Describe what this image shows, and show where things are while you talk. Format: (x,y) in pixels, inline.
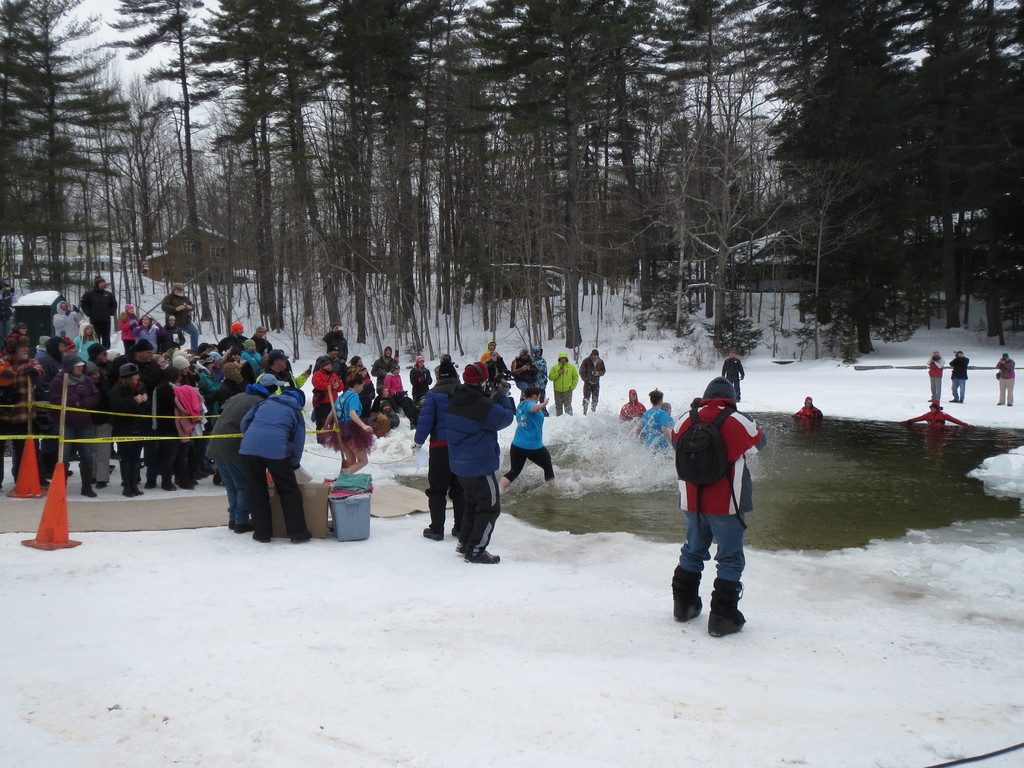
At the bottom of the image (568,612) on the ground (659,636) there is snow (940,582). There are many people (82,428) standing and also there are few objects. On the left side of the image (62,429) there is fencing (68,441) with sticks (58,459) and also there are cones (50,504). There are few people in the water (884,480). Behind them there are trees (780,168). Behind the trees (732,230) there are few houses (185,261).
